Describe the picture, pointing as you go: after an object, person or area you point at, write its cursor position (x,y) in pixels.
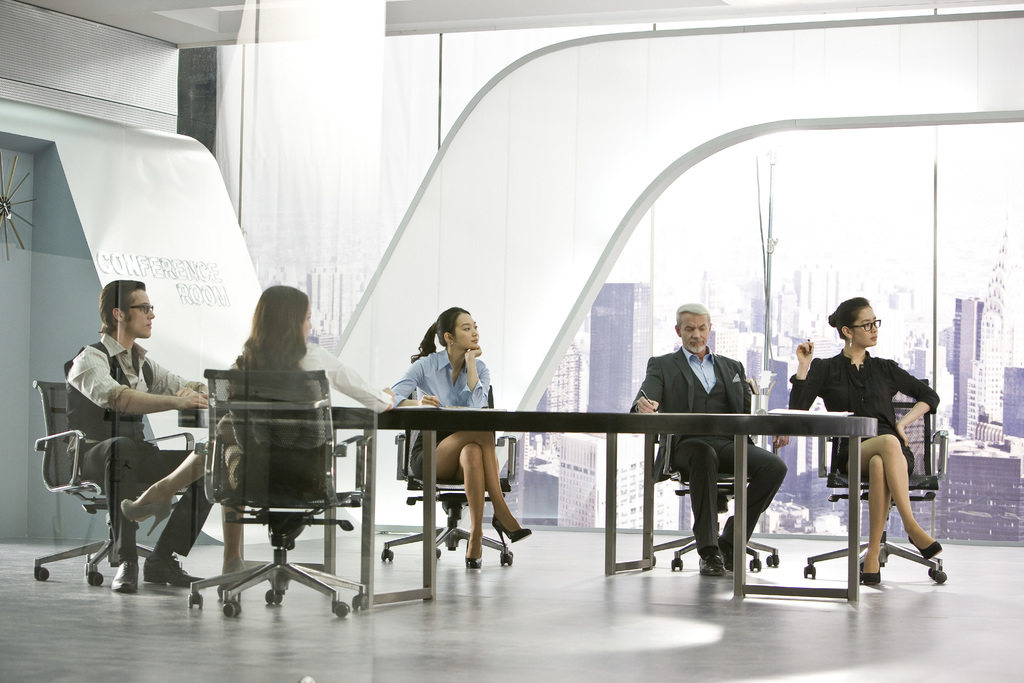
In this image I see 5 persons (930,405) who are sitting on the chairs (910,401) and there is a table (473,428) in front of them. I can also see lot of buildings (1000,253) in the background (940,414).
